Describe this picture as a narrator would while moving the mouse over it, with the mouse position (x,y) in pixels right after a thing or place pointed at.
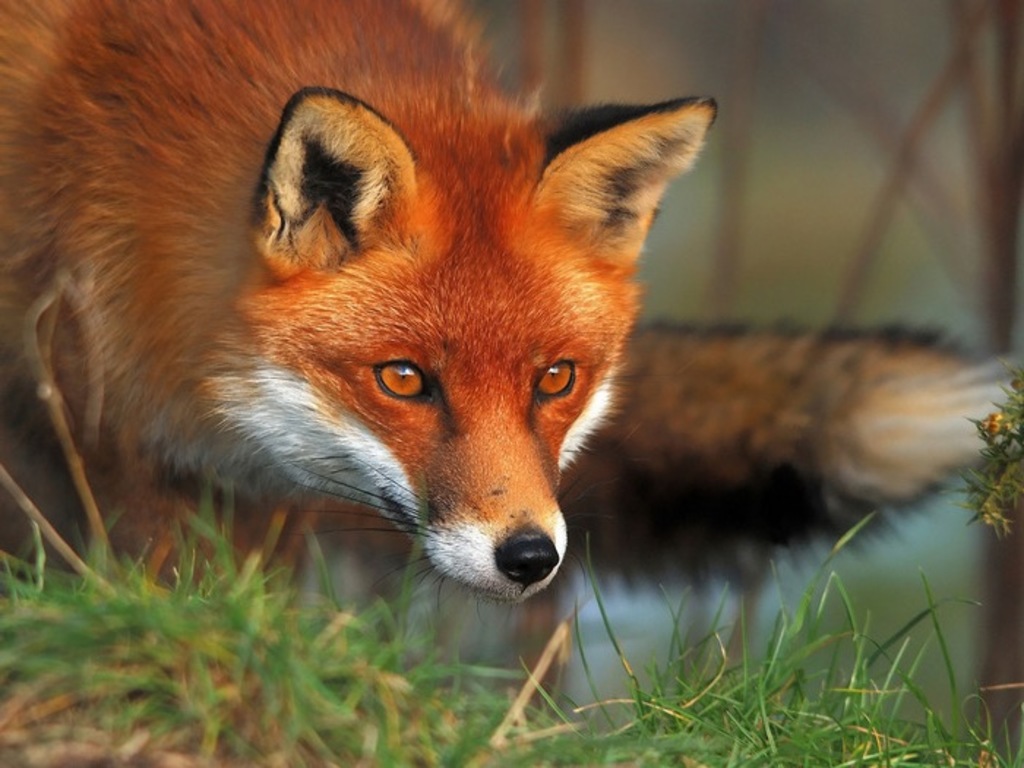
Here in this picture we can see a fox (173,428) present on the ground (264,739), which is fully covered with grass (191,609) over there.
